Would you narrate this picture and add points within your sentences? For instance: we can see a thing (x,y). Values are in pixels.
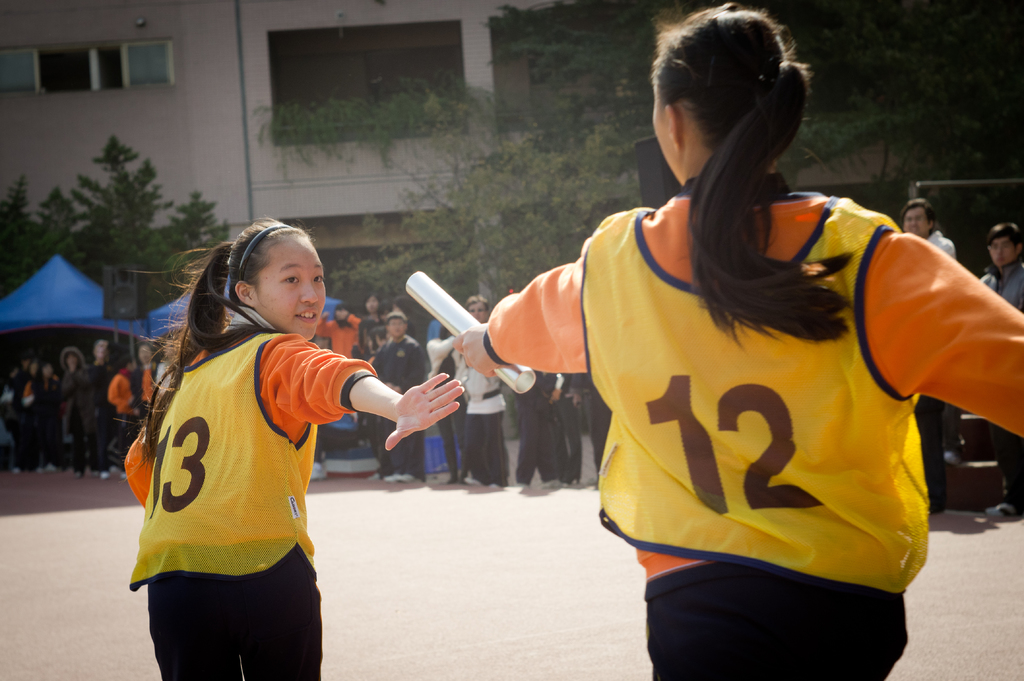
Here we can see two women (735,373). In the background (98,338) we can see group of people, tent (63,282), trees (401,266), and a building (416,146).
